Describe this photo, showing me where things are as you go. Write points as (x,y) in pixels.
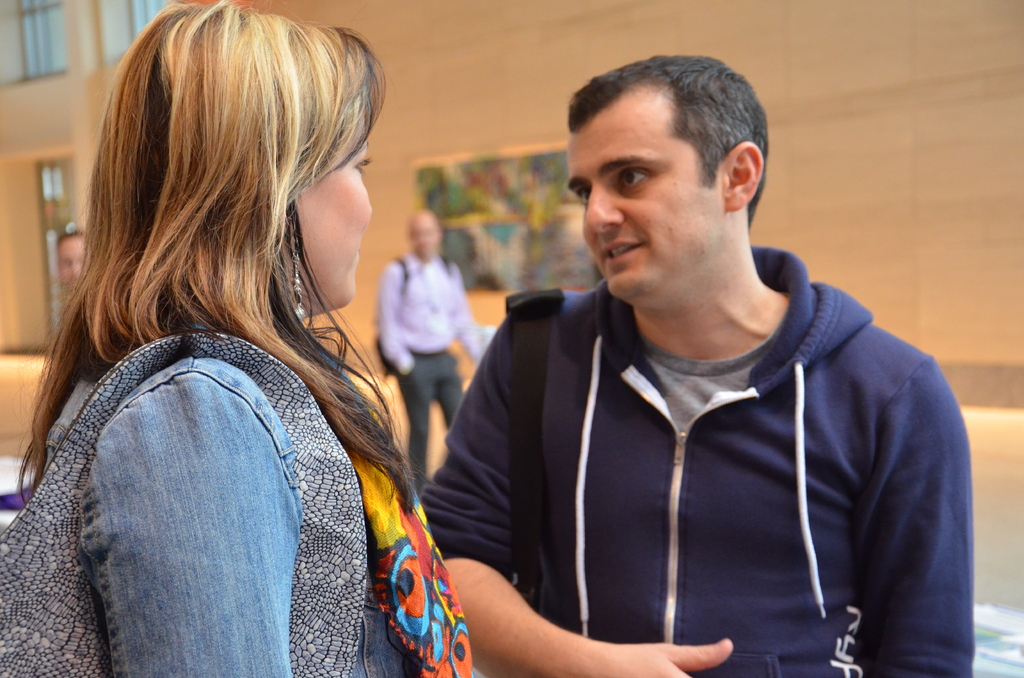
In this picture we can see a man (782,456) and a woman (260,454). We can see two people (459,320) at the back (425,305). There are a few windows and a frame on the wall (554,146) in the background (13,156). Background (407,91) is blurry.
